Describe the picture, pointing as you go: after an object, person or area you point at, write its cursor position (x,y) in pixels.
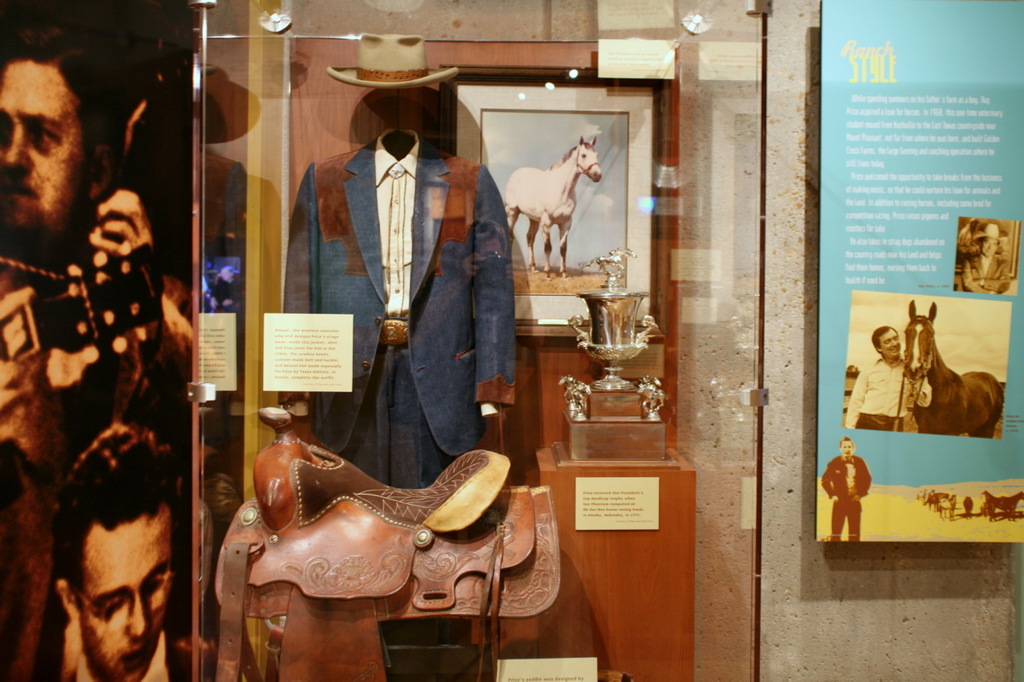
In the foreground of the picture (209,381) there is a glass closet (721,224), inside the closet (218,665) there is a suit (431,314), cup (616,336), frame (590,132), hat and other objects (412,561). On the right (956,329) there is a frame (939,337) to the wall (797,236). On the left (89,278) there it is poster (57,377).
